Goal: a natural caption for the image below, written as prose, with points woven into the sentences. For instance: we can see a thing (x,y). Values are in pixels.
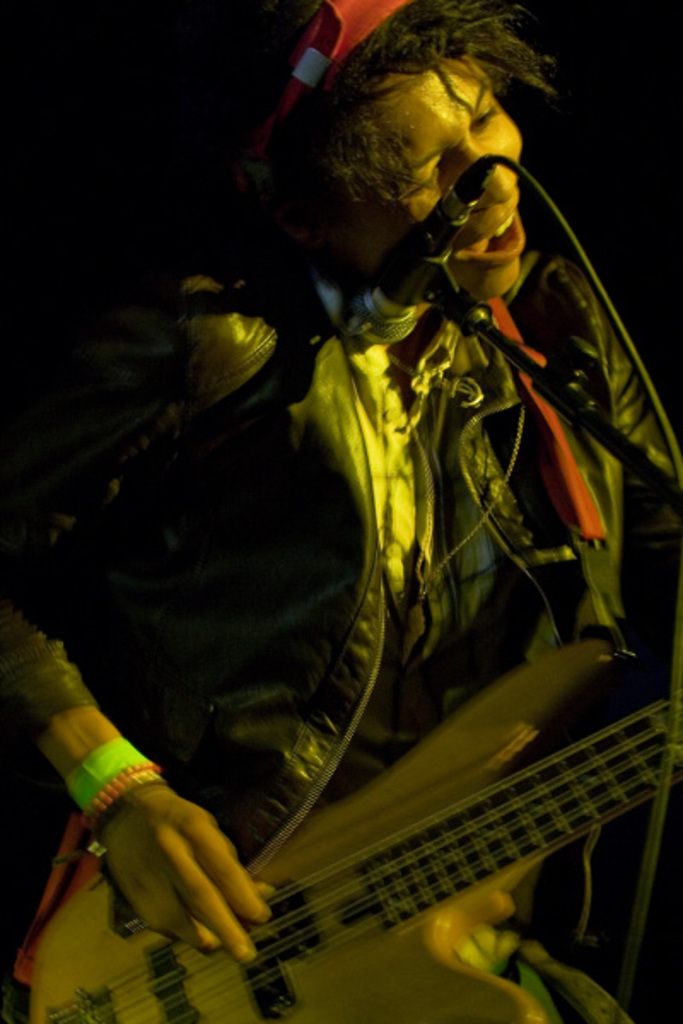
In this image the person (419,722) is holding a guitar (379,807) and there is a mic (409,319) and a stand (447,259).
